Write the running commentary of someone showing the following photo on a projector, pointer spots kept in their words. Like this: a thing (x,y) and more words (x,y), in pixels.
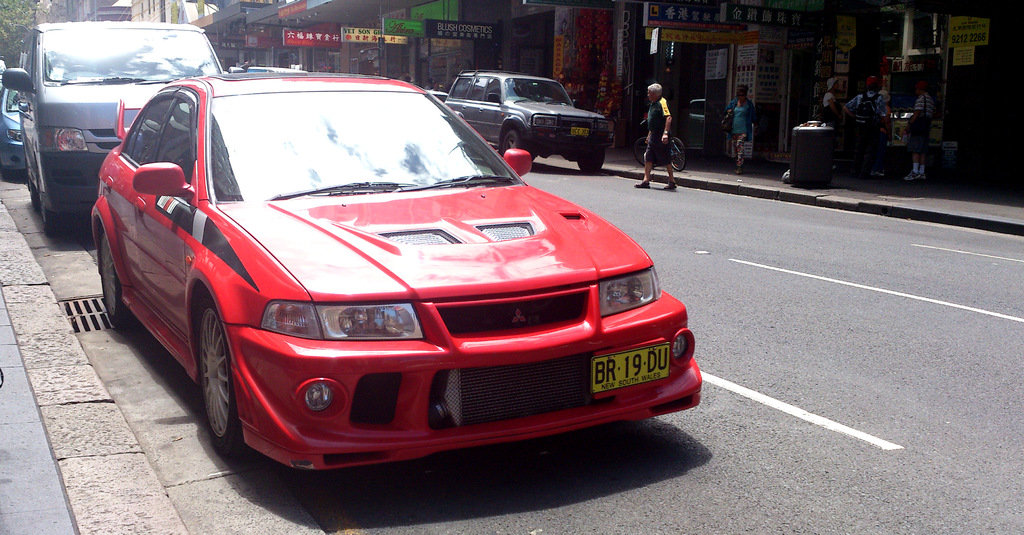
In the picture there are few vehicles (381,76) kept beside the footpath (702,170) on the road (711,287) and on the right side (741,65) there are a lot of stores (556,30) on the footpath (724,178) and there is a person (653,145) beside a vehicle (560,136) and behind him there are some other people (882,104) standing in front of a stall (899,48).
